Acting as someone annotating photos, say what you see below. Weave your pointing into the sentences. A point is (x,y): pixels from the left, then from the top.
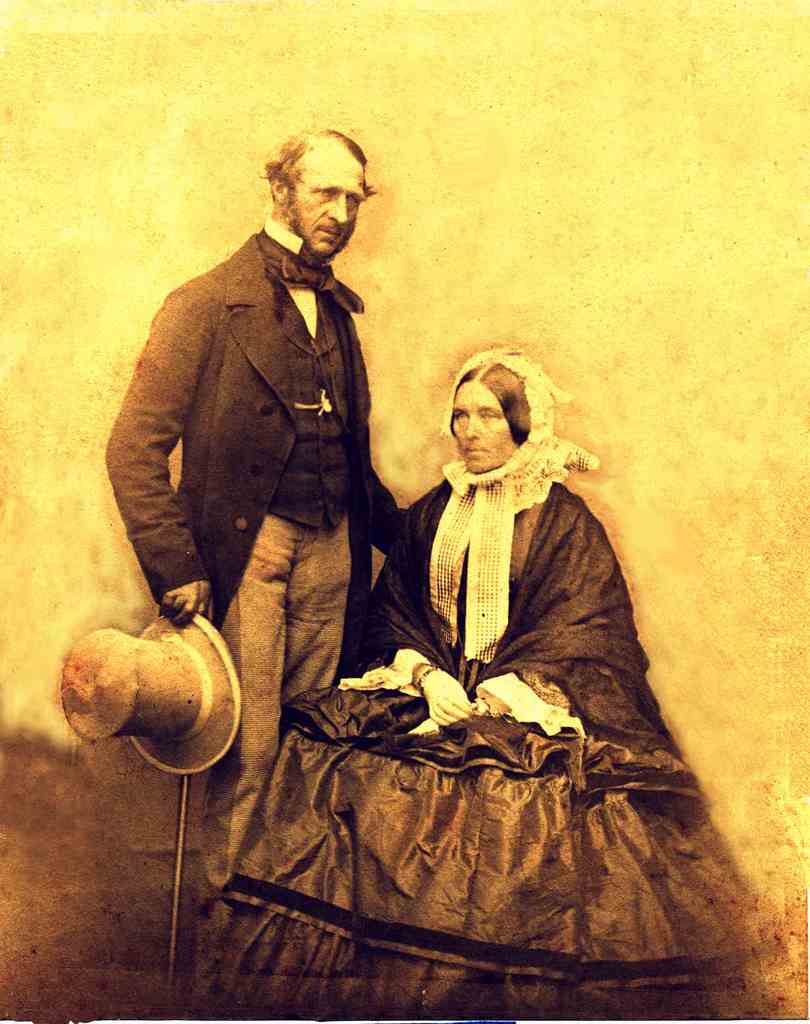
It is an edited image. In this image we can see a woman (442,641) sitting and a man (308,674) holding the hat (191,656) and standing and the background (138,53) is unclear.
